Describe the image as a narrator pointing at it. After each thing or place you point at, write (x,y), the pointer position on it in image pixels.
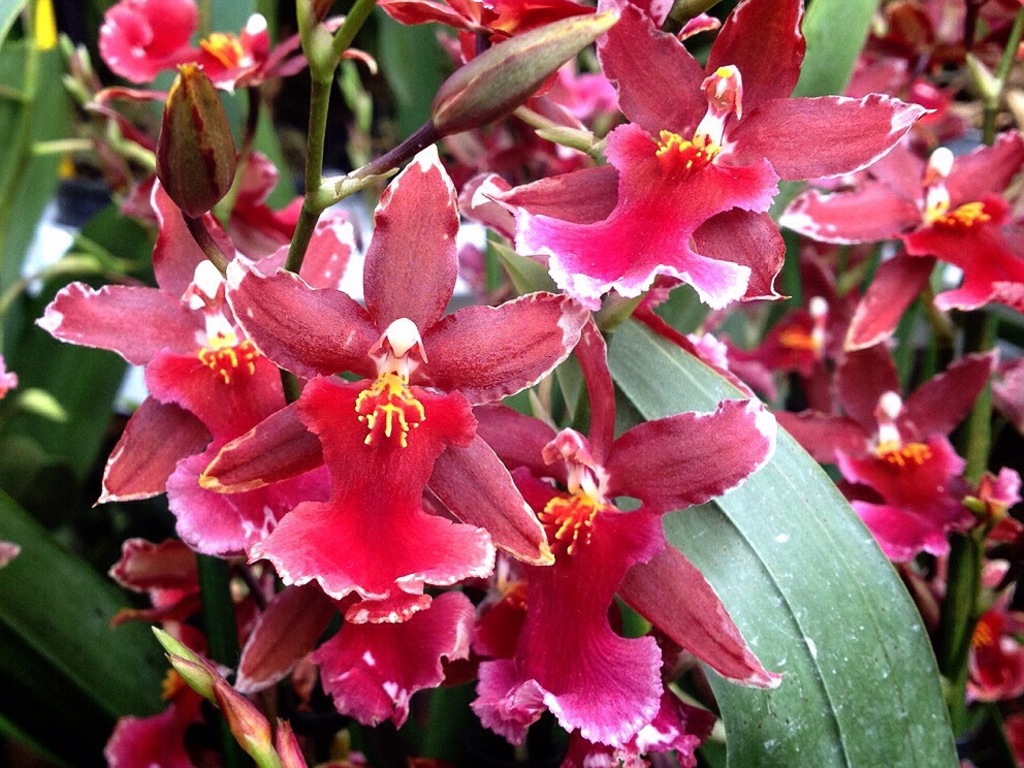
In this picture there are pink color flowers (540,354) and buds (495,92) on the plant (547,529).
